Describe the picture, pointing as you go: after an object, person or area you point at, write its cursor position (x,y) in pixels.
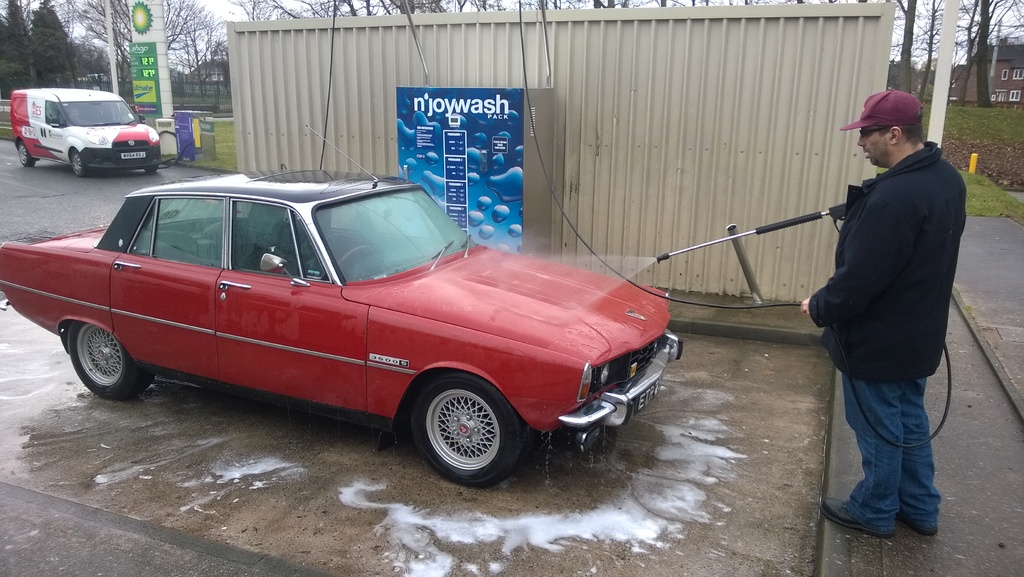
In this picture we can see vehicles (436,341) and a person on the ground (685,373) and in the background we can see a container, houses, trees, sky (990,24) and some objects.
